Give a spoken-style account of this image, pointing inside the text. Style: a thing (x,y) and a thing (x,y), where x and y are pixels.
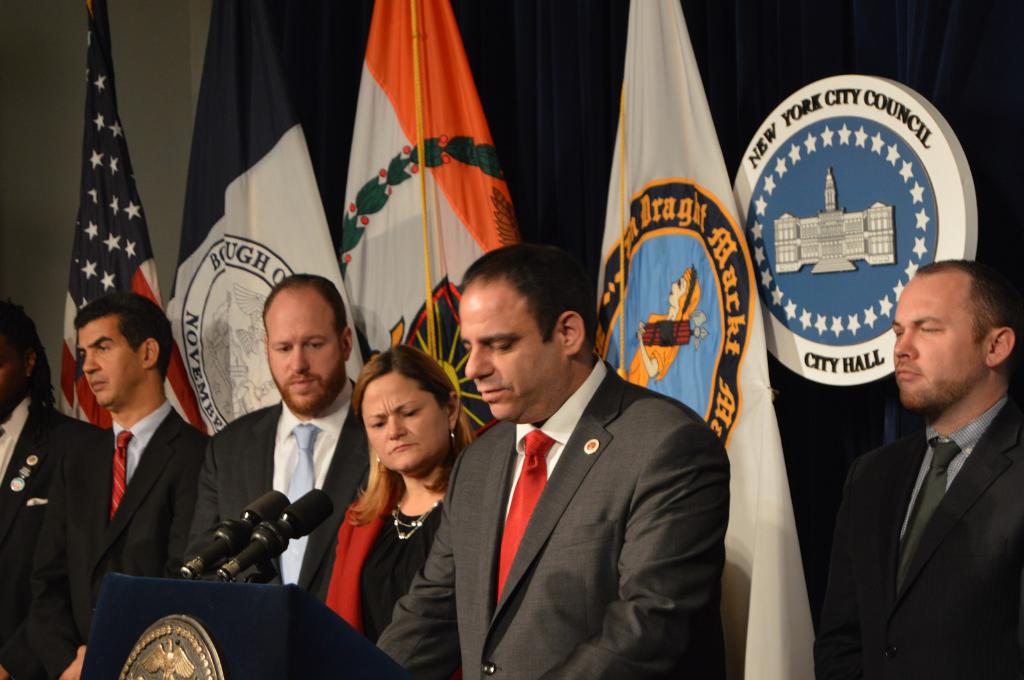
In this image there are persons (258,426) standing. In the front (221,649) there is a podium (221,649) and on the podium (201,595) there are mics (222,554). In the background (294,176) there are flags (454,183) and there is a board (845,154) with some text (806,111) written on it and there is a curtain (751,53) which is black in colour.
